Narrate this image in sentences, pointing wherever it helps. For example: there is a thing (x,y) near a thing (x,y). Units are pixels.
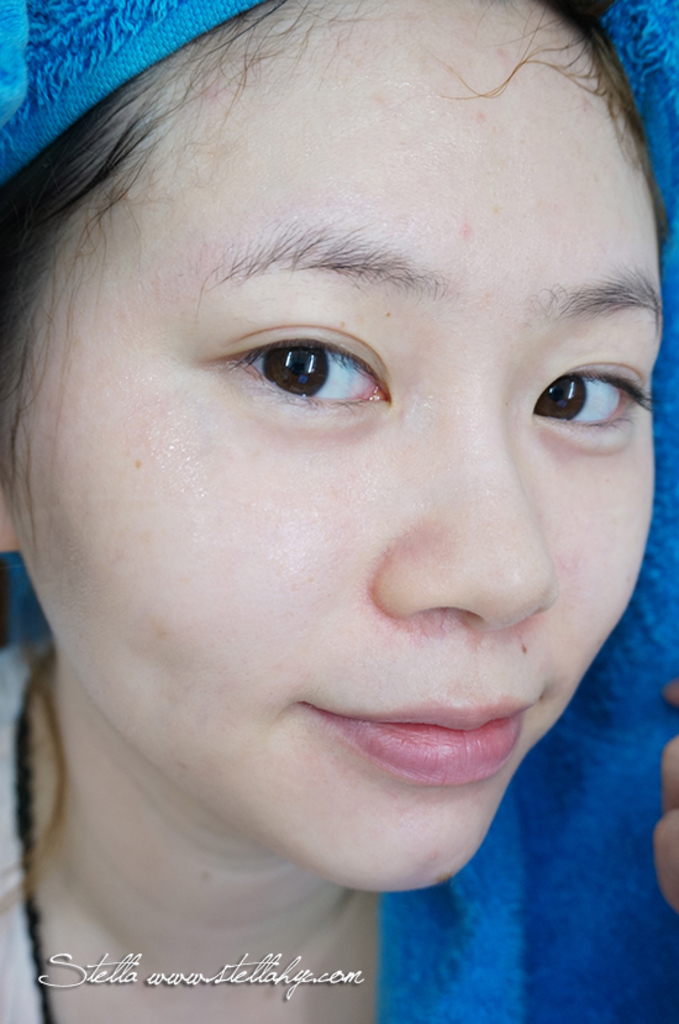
In this image there is a woman (270,459), at the bottom of the image (296,976) there is some text (223,976).
